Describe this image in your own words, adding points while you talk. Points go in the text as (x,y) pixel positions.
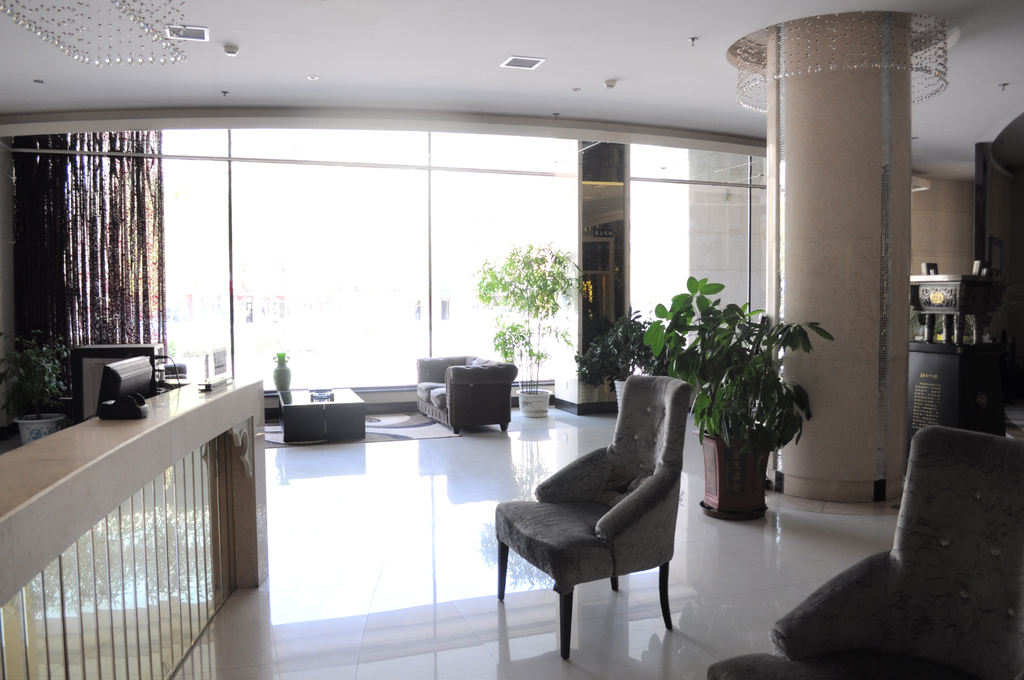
This picture is an inside view of a building (489,328). In this picture we can see the chairs (895,546), pots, plants (660,344), pillar (893,314), curtain (17,259), glass doors (174,312), couch (431,400), tables (315,414), screen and some other objects (1002,384). At the bottom of the image (383,529) we can see the floor (514,485). At the top of the image (431,88) we can see the roof (355,53) and lights (928,18).
